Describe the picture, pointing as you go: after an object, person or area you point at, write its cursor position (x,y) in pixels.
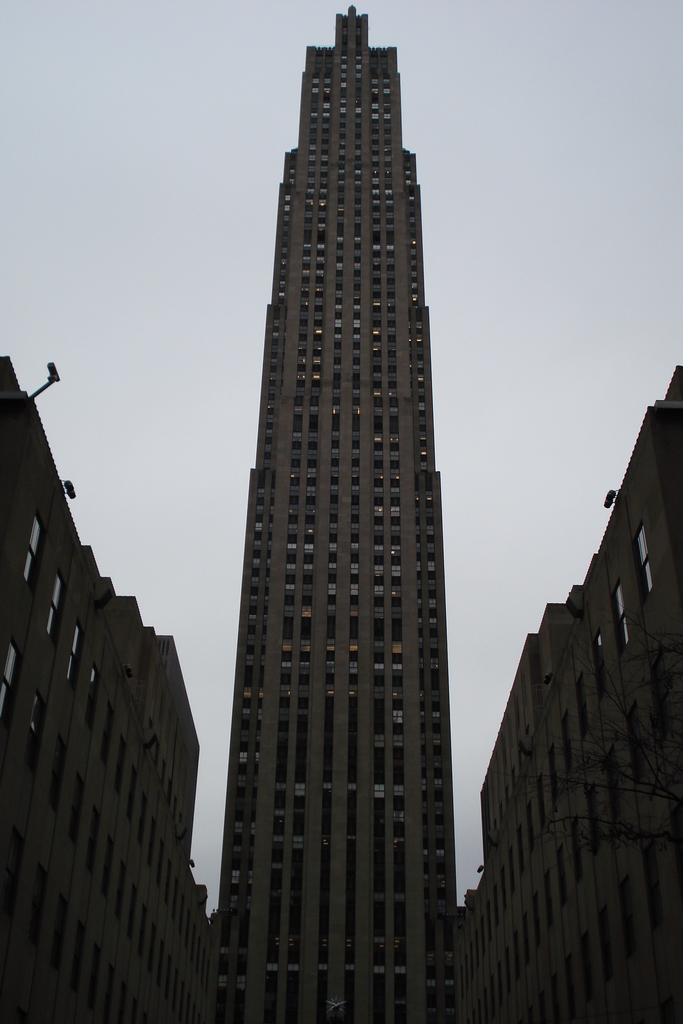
These are buildings (381,772) with windows (657,714).
